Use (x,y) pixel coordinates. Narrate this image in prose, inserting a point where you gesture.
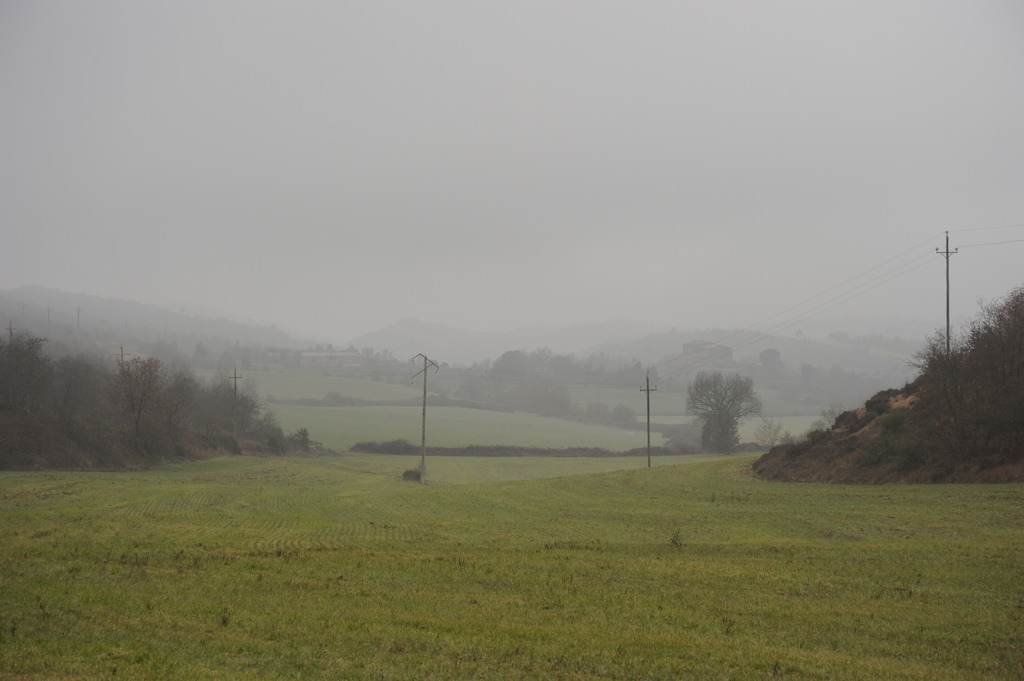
In this image I can see the ground (628,545) and there are some current poles (423,427) can be seen. And I can see many trees (723,412) to the side. In the back (476,360) there is a mountain (419,342) and the white sky (330,251).
